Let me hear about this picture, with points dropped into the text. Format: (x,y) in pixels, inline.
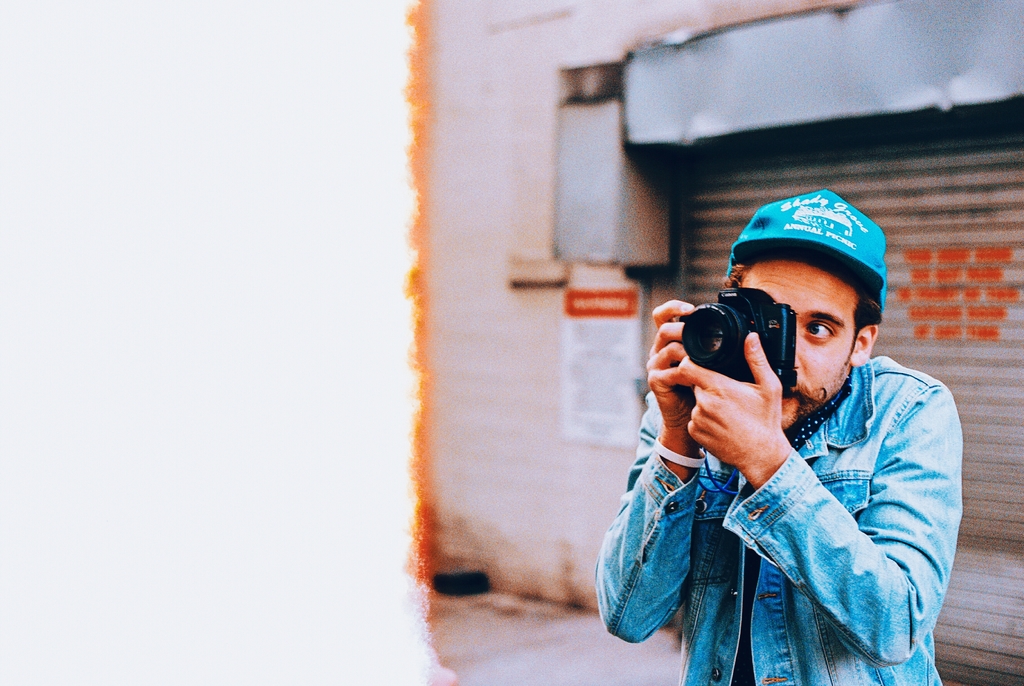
In this picture there is a man (739,406) at the right side of the image (891,447) and he is taking a photograph with his camera (778,373) at the right side of the image (784,341).
